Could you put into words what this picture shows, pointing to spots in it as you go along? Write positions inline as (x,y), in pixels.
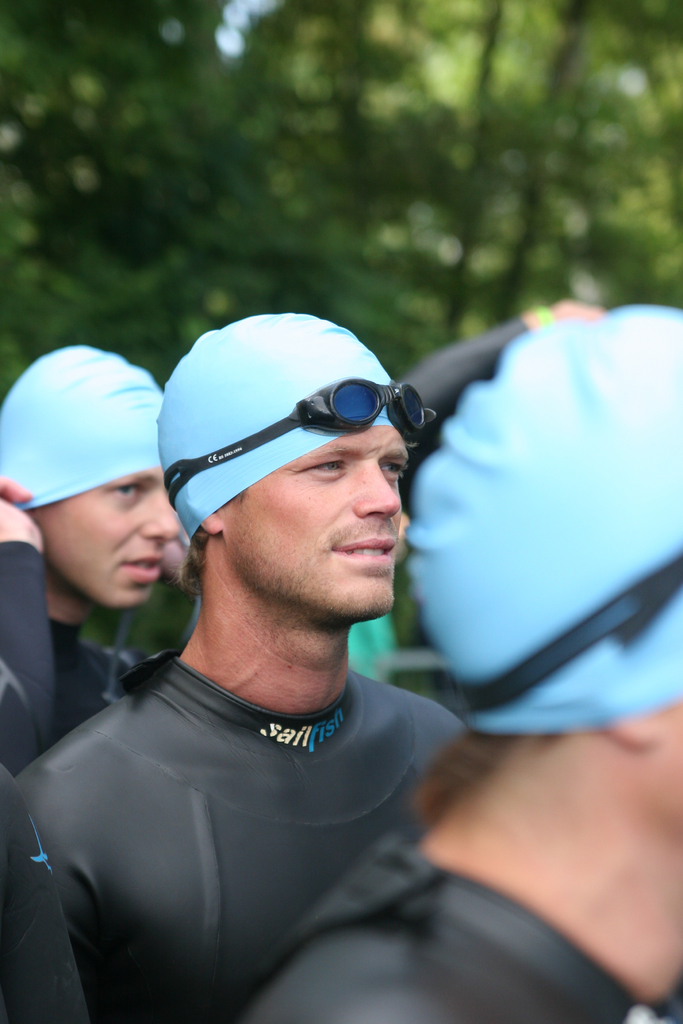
As we can see in the image there are few people (527,563) wearing black color swimsuits (316,844) and standing in the front (221,583). In the background (218,136) there are trees (408,124). The background (155,156) is little blurred.
